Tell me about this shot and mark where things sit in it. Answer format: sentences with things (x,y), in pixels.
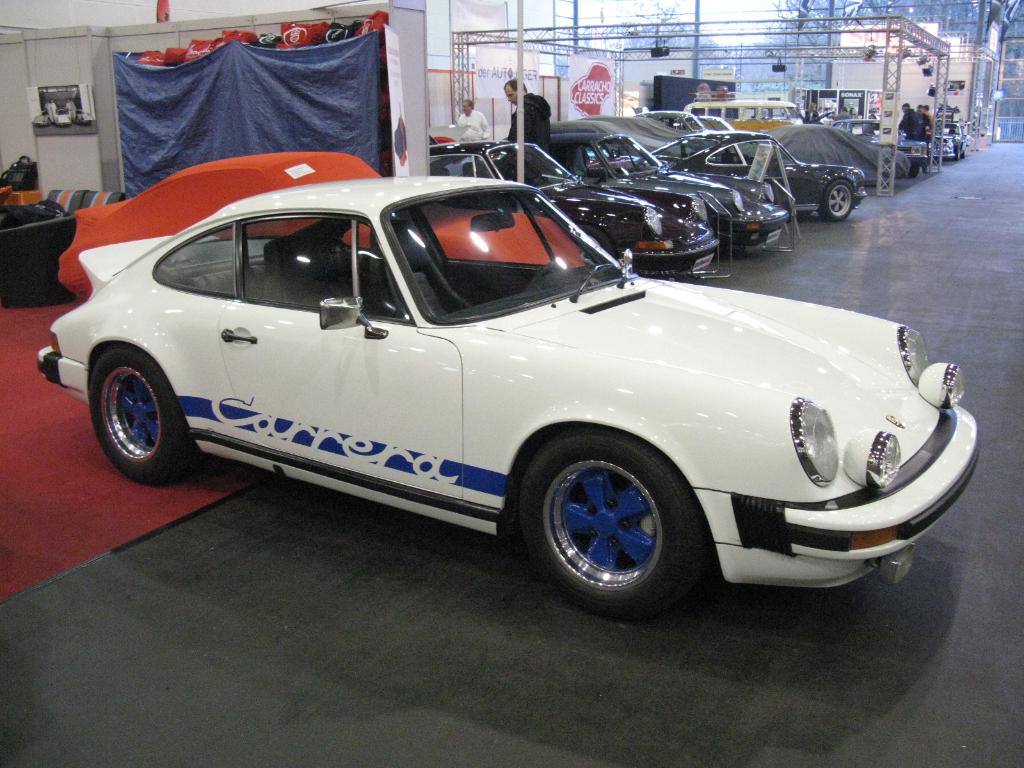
In this picture we can observe a white color car (235,399) parked here. There is a red color carpet (89,487) on the left side (125,486). There are some black color cars (618,165) parked on the floor (842,244). We can observe some people (908,107) standing. There are poles (559,38) and trees (805,22) in the background (815,32).
